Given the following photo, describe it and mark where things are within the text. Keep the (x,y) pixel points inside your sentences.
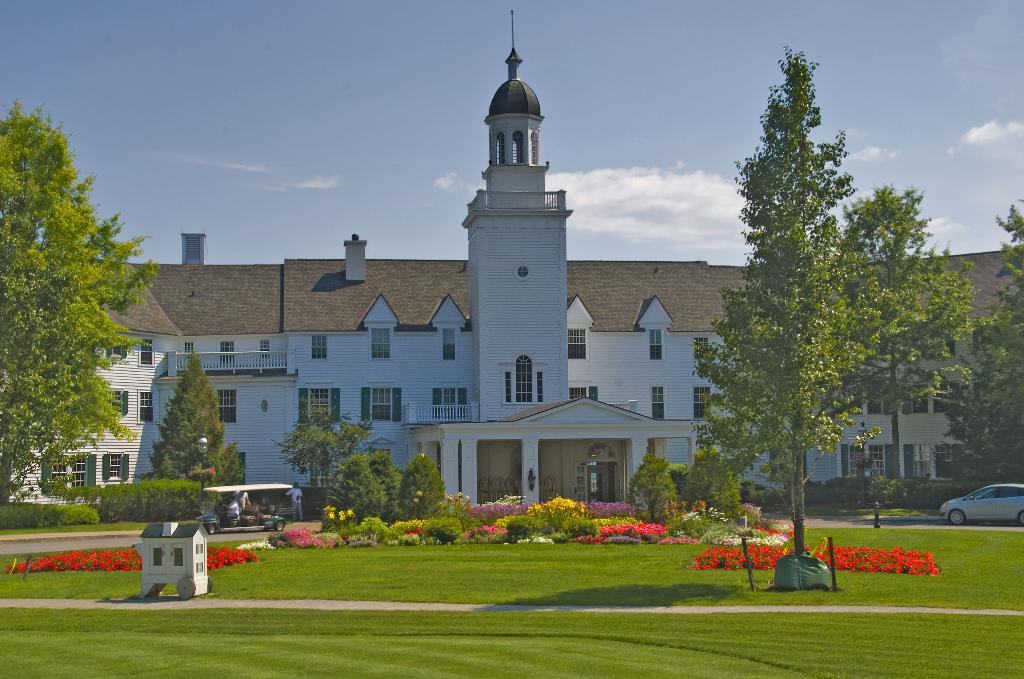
In the image there is a huge building (487,254) and there is a garden (129,674) with beautiful flowers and trees (435,481) in front of the building (449,481) and some vehicles (269,512) are moving around the garden (378,536).
